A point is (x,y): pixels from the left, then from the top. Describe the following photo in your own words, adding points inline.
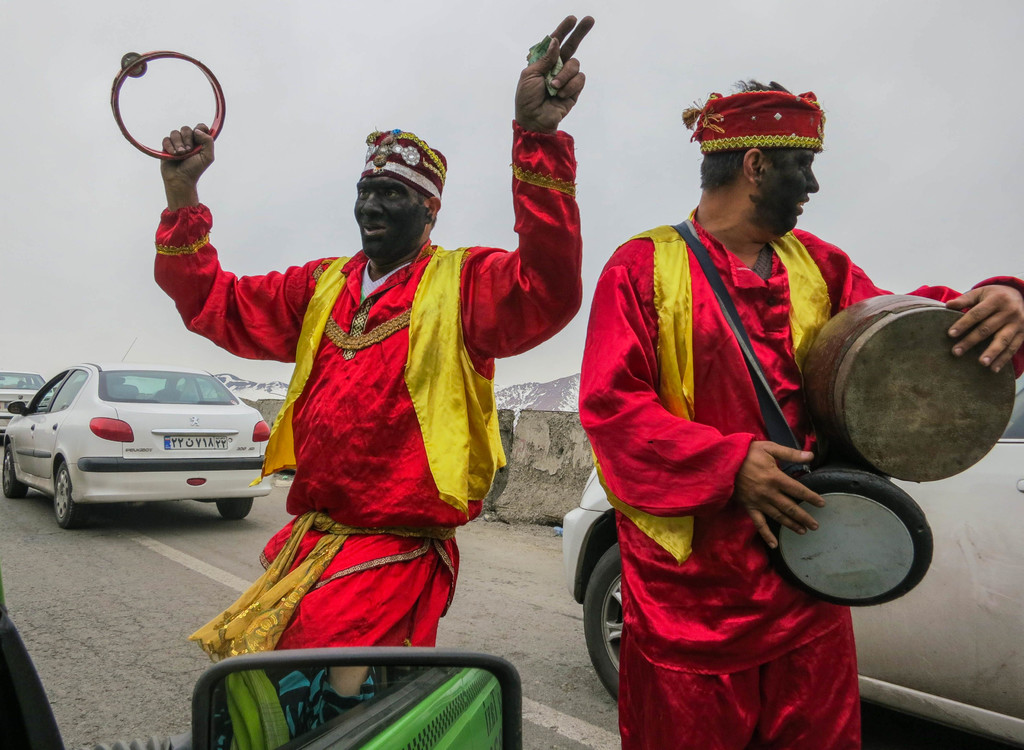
This Image is clicked outside. In this image there are three cars (58,459) and two men (627,598). Two men (417,406) are in the middle (565,295) they are wearing some costume (393,416) which is in red and yellow color. One of them is holding drums (829,506). They also have caps (766,122). These cars (225,447) have number plates (220,436) tail light (101,431) and tires (71,518). All of them are in white color. On the top (627,20) there is Sky (416,77).
